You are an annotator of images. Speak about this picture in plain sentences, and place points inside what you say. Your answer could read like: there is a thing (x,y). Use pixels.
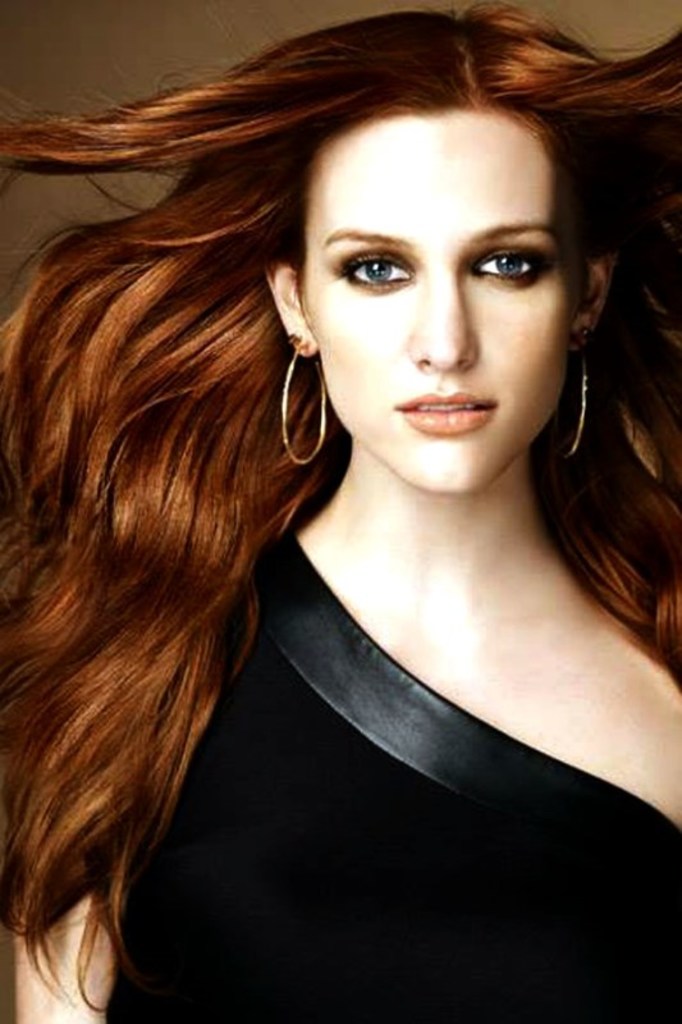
There is a woman (517,946) wore black dress (329,868), behind this woman (318,904) it is brown color.
